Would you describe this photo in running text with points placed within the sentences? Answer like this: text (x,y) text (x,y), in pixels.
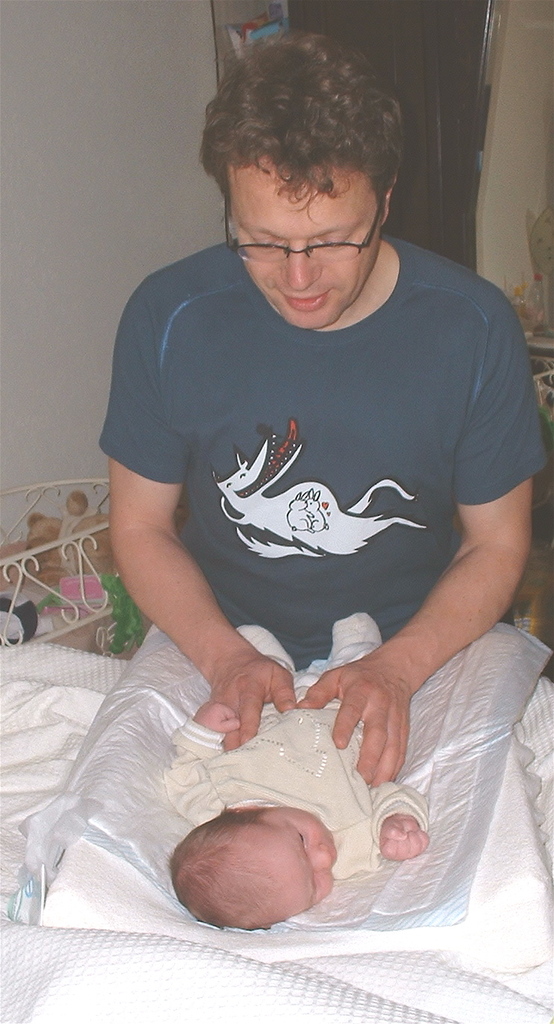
In-front of this person (275,522) a baby (273,769) is lying. This person (527,507) is looking at this baby (232,713). Background (408,227) there are things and curtain (452,174).
